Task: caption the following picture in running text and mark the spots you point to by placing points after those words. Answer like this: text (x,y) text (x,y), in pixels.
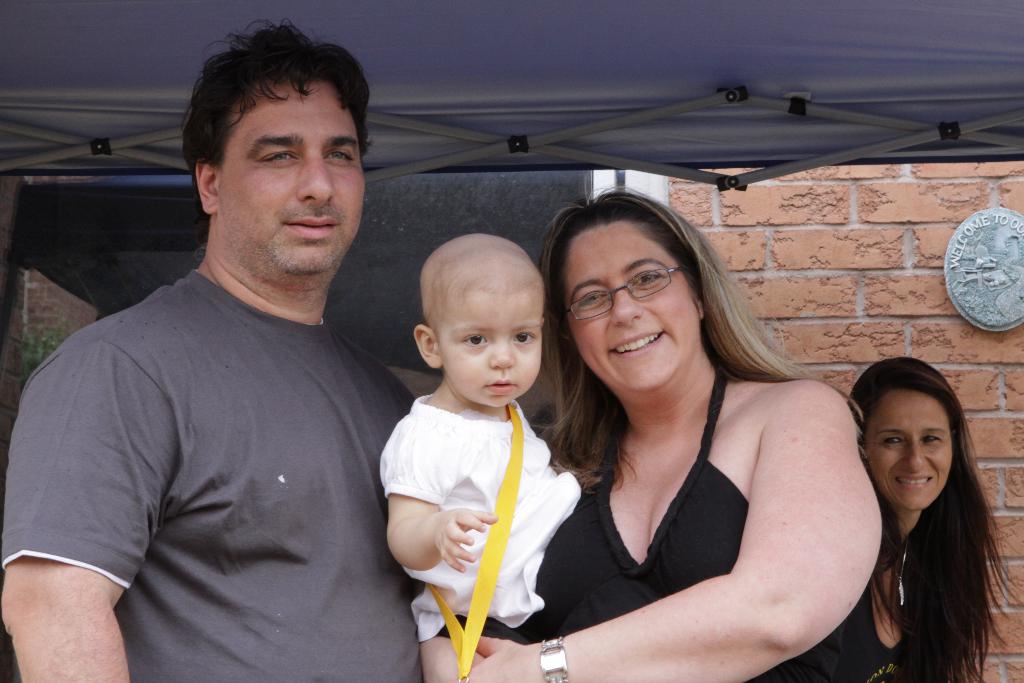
In the foreground of this picture (250,199) there is a man (242,376) wearing t-shirt (203,462) and standing and there is a woman (640,504) wearing black color dress (674,526), holding a baby (488,464), smiling and standing. At the top (672,153) there is a dark blue color tent (890,47). In the background (966,277) there is an object (976,250) hanging on the brick wall (765,230) and we can see another woman (935,488).
